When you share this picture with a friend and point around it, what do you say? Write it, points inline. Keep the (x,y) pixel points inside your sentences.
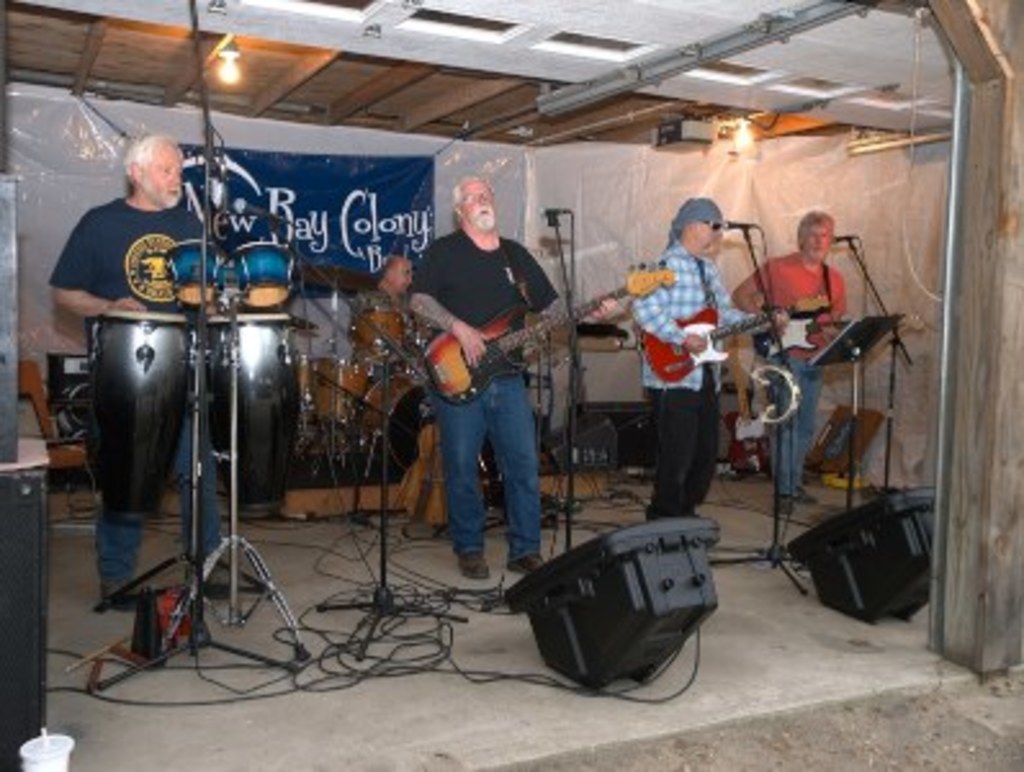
In this image we can see five men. Here we can see three men (480,278) standing on the floor (392,525) and they are playing the guitar (659,364). Here we can see a man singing on a microphone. Here we can see a man (112,524) on the left side (188,315) is playing the conga musical instrument (111,350). Here we can see a man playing the snare drum musical instrument (394,328). In the background (394,192), we can see the banner (240,155) of the music band (475,186).
